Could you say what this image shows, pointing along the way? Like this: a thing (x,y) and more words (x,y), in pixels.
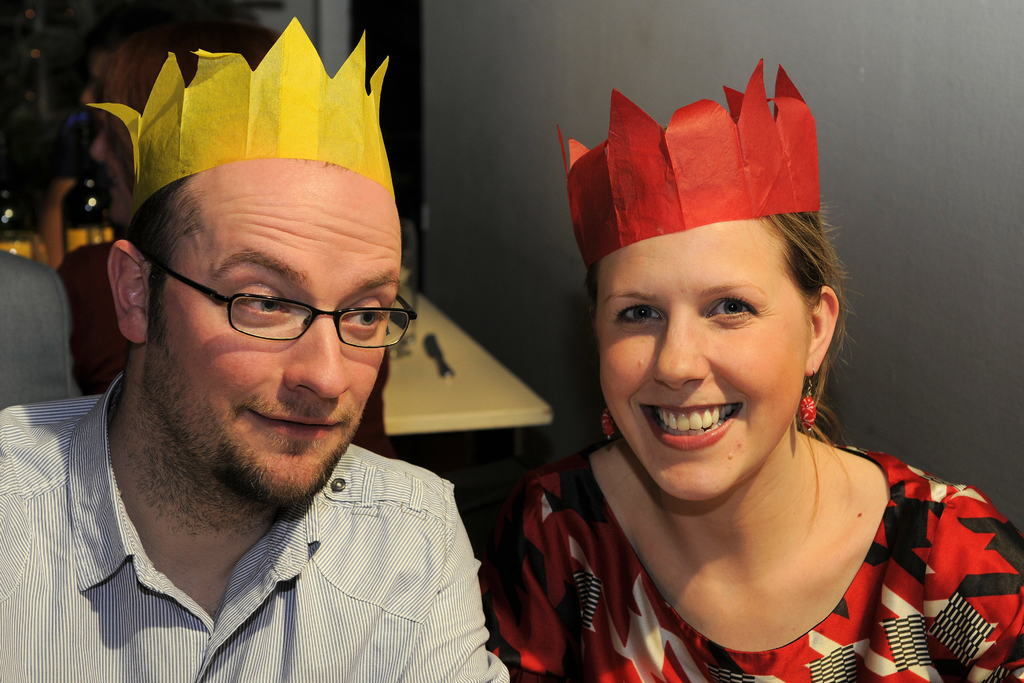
In this image we can see the few people (367,537) sitting on the chair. The two people (311,439) are wearing paper crowns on their head (734,305). There are few objects (440,357) placed on a table (455,390).
